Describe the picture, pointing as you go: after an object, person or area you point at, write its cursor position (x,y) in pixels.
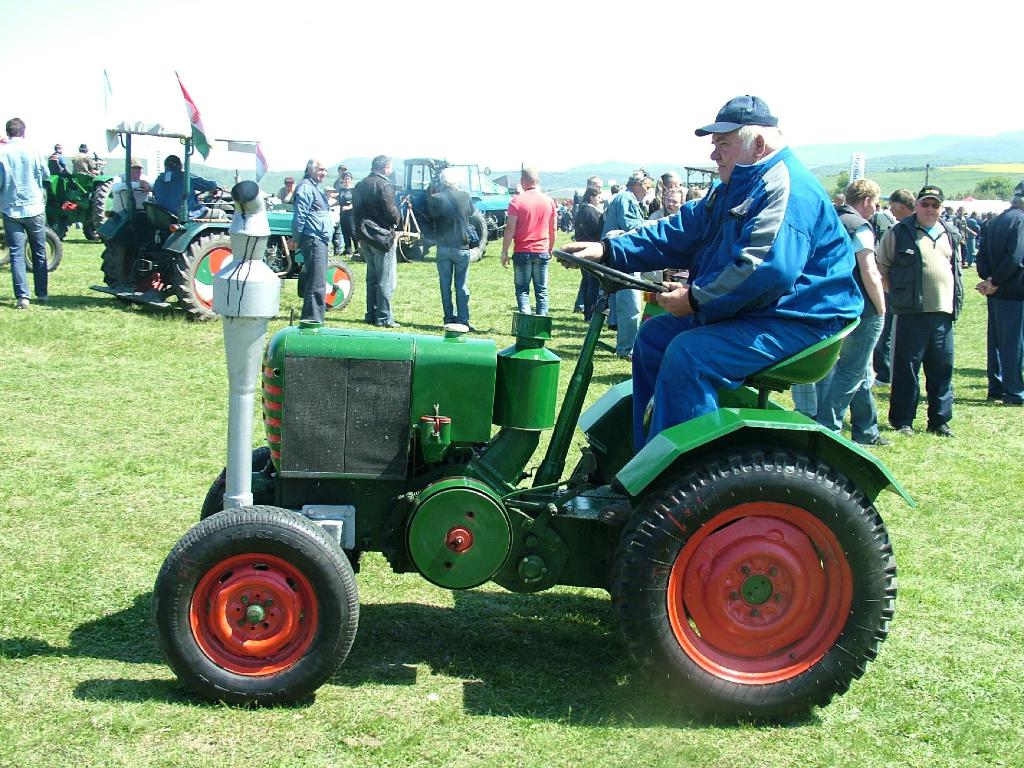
In this image I can see there are so many persons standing on the ground (21,489) and some persons (641,333) riding on vehicles (702,442) at the top (466,72) I can see the sky (564,51).
